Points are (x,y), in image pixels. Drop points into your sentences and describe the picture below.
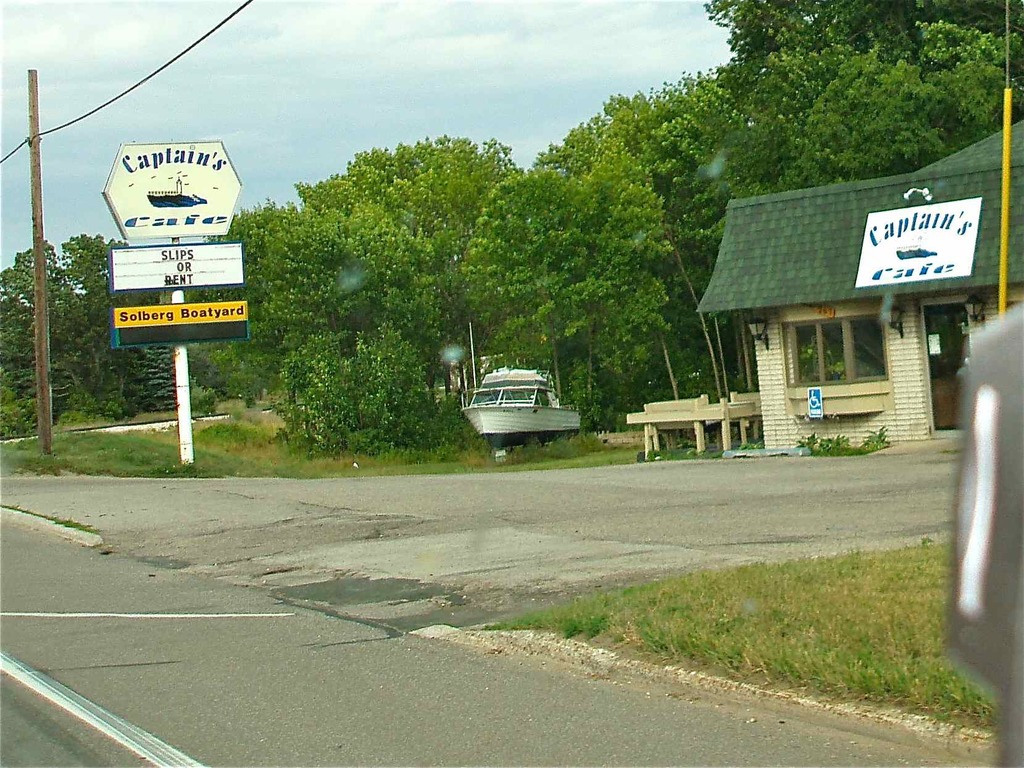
In the image there is a road (360,496) around the road (405,596) there is grass (274,419), a pole (185,384) and few boards (160,256) with some names (174,276), a boat (480,398), trees (405,412) and on the right side (730,258) there is a house (827,401).
